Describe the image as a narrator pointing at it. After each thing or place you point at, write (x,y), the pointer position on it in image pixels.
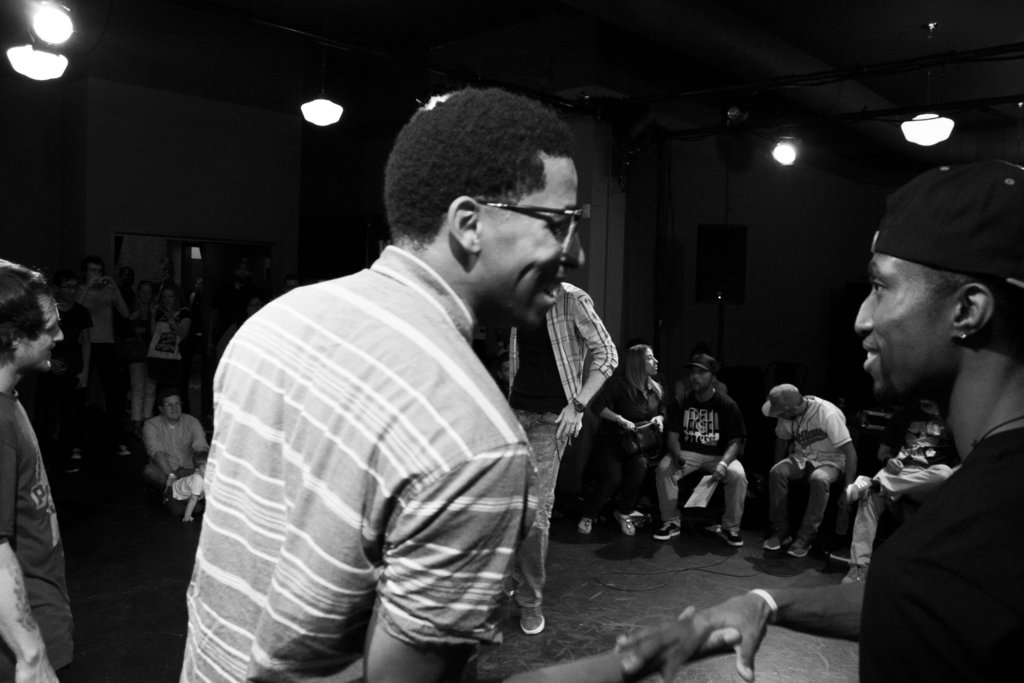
Here in this picture, in the front (497,448) we can see two men (497,448) standing on the floor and both of them are holding their hands (665,655) and smiling and the person (384,674) on the left side (333,403) is wearing spectacles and the person (952,324) on the right side (978,244) is wearing a cap (965,249) on him and in front of them also we can see other number of people (10,472) standing on the floor (99,482) and we can also see some people (673,440) sitting on chairs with papers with them and we can see lights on the roof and we can also see speakers (704,283) present.
